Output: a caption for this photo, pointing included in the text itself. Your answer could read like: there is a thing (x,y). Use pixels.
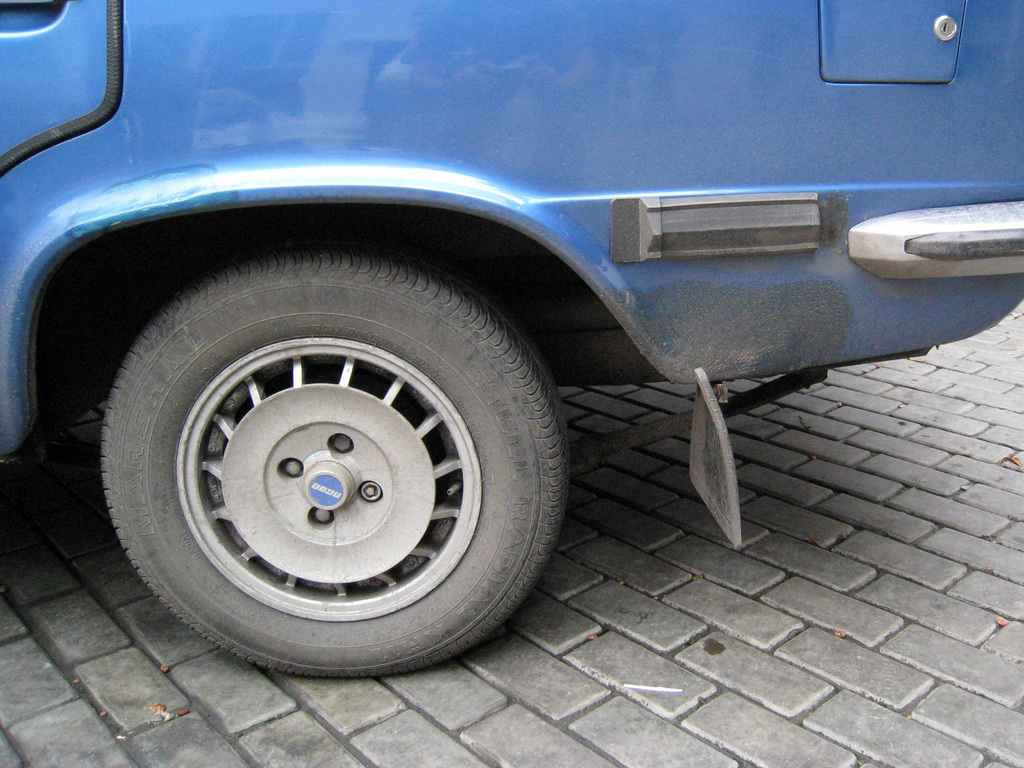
In this image I can see a vehicle (135,121) on the ground (770,579) and a tire (481,368).
